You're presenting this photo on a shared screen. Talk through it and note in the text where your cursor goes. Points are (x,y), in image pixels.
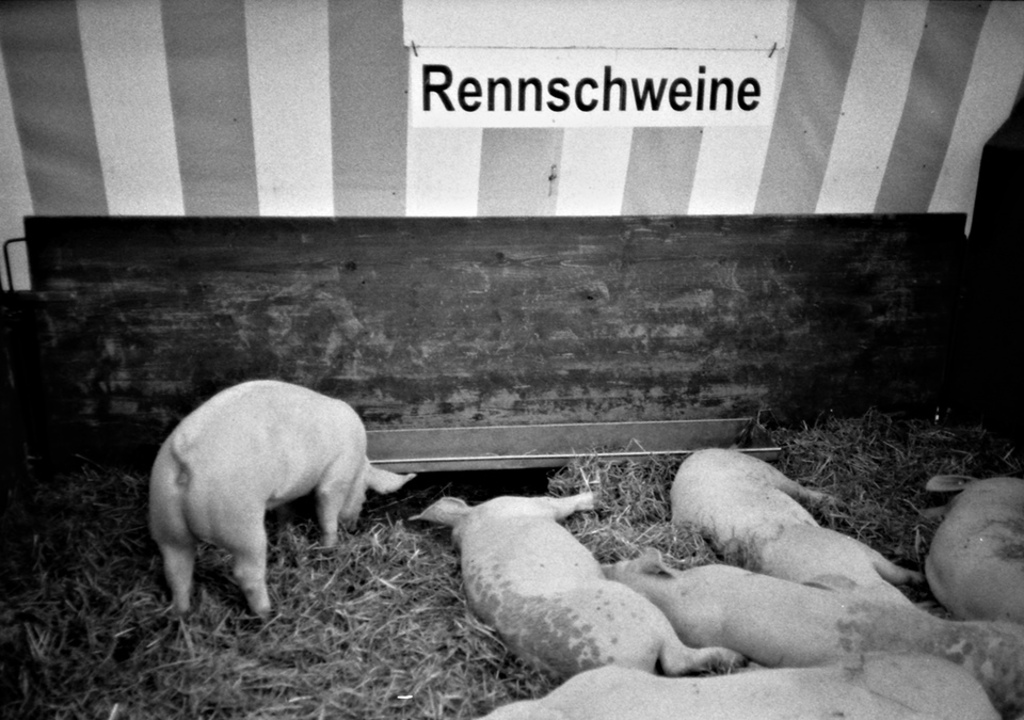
In this image there are few pigs (817,618) which are sleeping on the ground (505,658). On the left side (219,471) there is a pig (246,497) which is standing on the ground (296,533) and eating the grass (349,530). At the top (227,167) there is a curtain (640,138) to which there is a board (572,97). At the bottom (52,576) there is grass (188,623).
